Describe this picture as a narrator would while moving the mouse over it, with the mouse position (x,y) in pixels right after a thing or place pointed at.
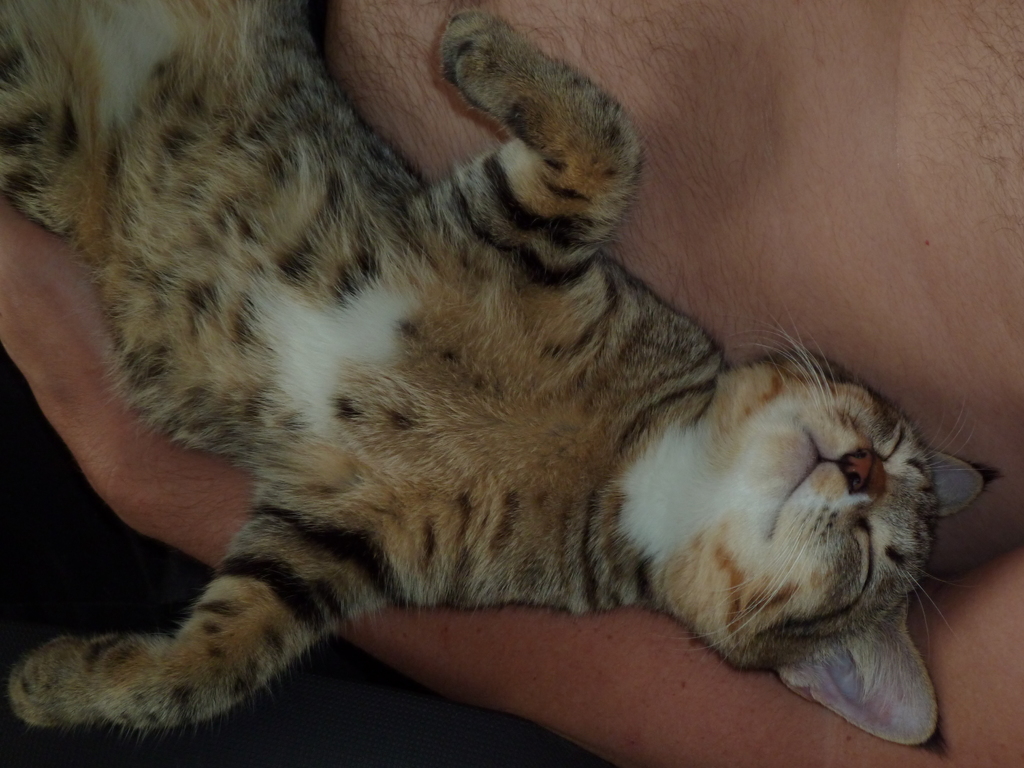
In this image there is a cat (620,417) on a person's body (610,651).
